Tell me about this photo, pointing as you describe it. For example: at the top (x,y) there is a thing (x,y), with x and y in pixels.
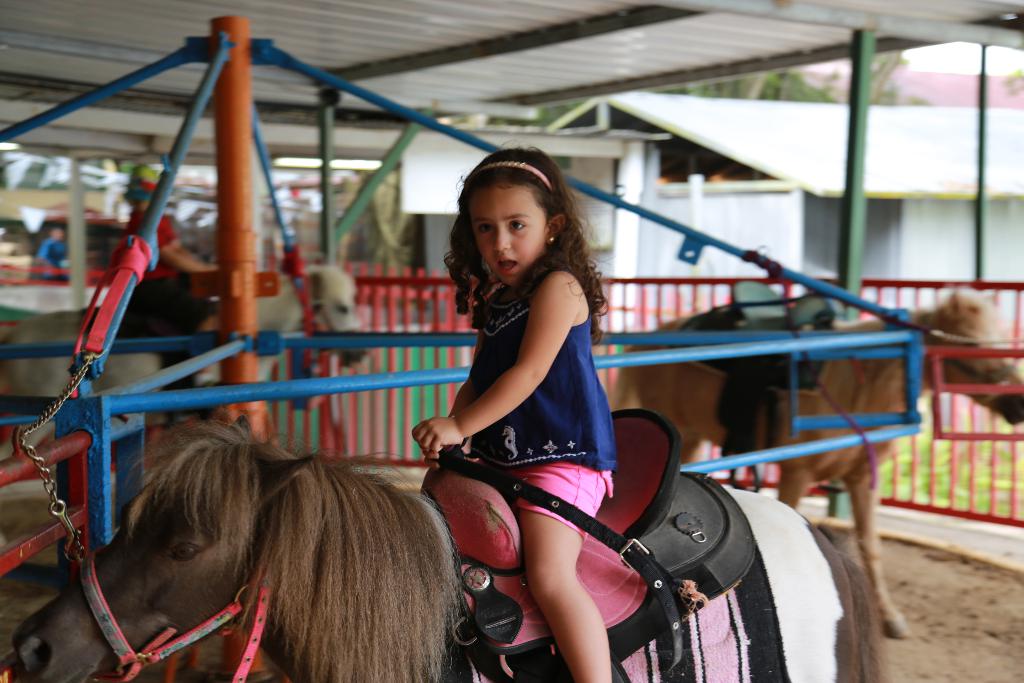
In this picture we can see a girl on the horse (283,589). On the background (232,36) there is a pole (222,27). And this is the roof (618,69).
